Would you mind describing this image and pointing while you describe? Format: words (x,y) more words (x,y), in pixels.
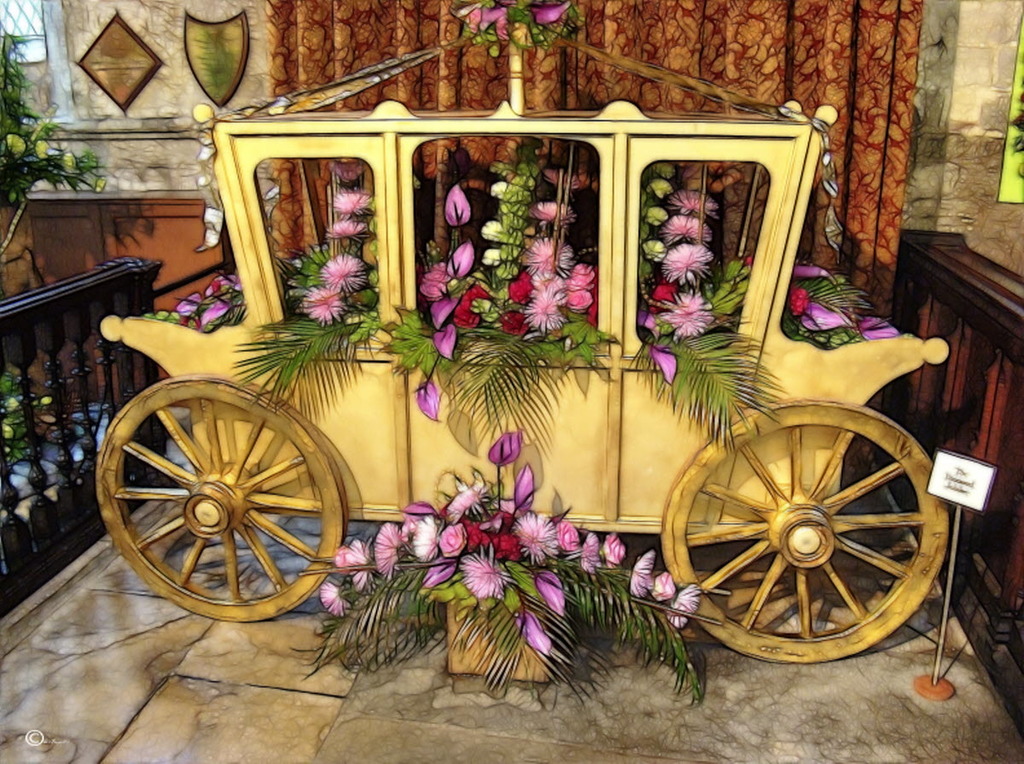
In this image, there is an art (617,104) contains a vehicle (636,433) beside the curtain (713,24) filled with some flowers (347,279). There is a flowers pot (486,657) at the bottom of the image (472,662).
